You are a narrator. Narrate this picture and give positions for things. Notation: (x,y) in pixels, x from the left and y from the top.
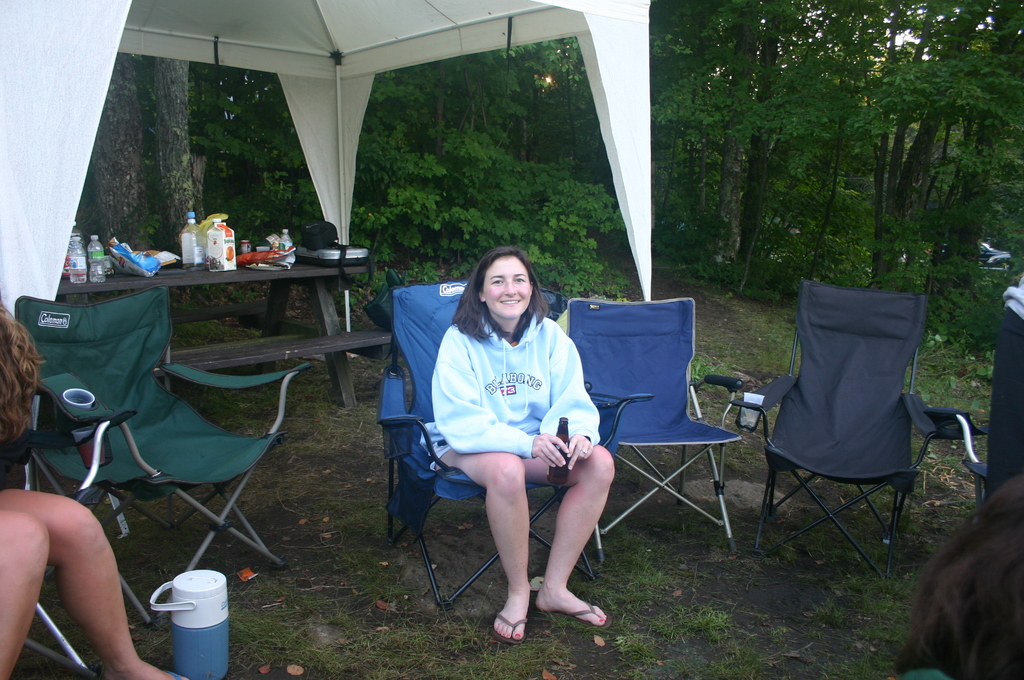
In this image, There is a ground (606,630) of grass (352,554), There are some chairs (657,372) and a woman (474,442) sitting on the chair (429,461), In the left side (98,611) there is a person (23,533) sitting on the chair (162,316), And in the background (807,168) there are some trees (787,137) in green color.
